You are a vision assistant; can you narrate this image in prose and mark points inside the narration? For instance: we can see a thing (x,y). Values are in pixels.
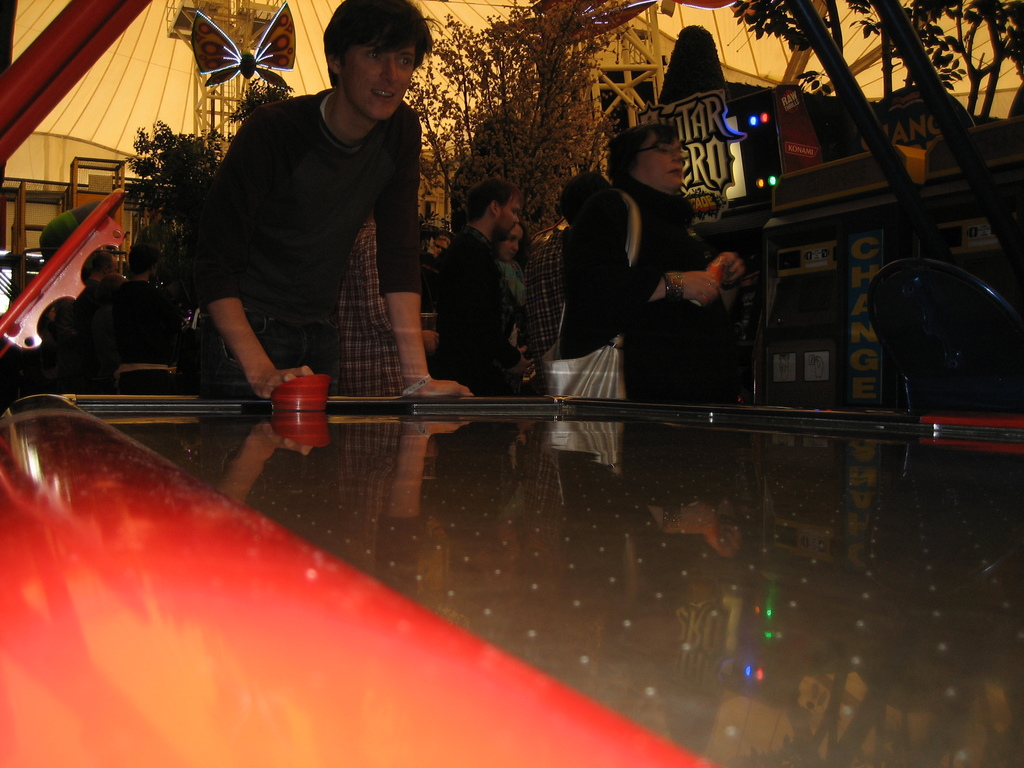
There are people (392,252) and this man (295,293) holding an object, in front of this man (243,359) we can see table (429,417) and this person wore bag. In the background (951,43) we can see boards (802,147) and trees (695,77).
